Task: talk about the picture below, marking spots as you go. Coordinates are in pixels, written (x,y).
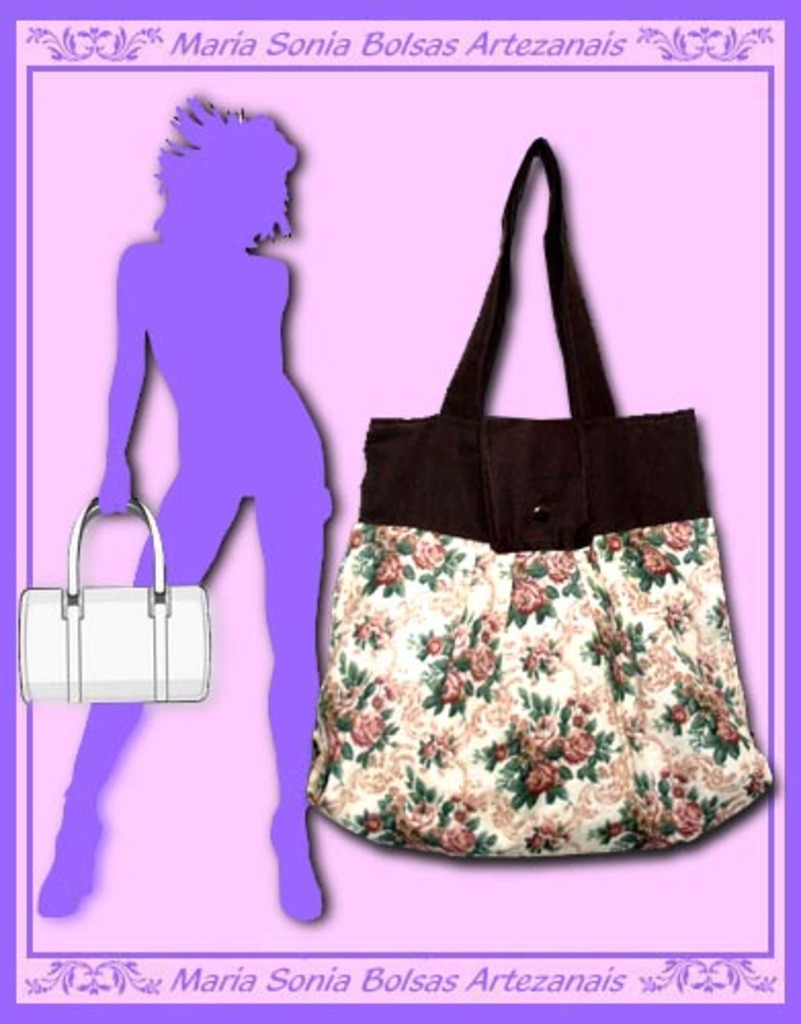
A bag (514,506) in white and a floral design (458,632) is hanged on a pink wall (516,124) with a poster (201,369) of a lady (193,480) holding a bag (125,596).
